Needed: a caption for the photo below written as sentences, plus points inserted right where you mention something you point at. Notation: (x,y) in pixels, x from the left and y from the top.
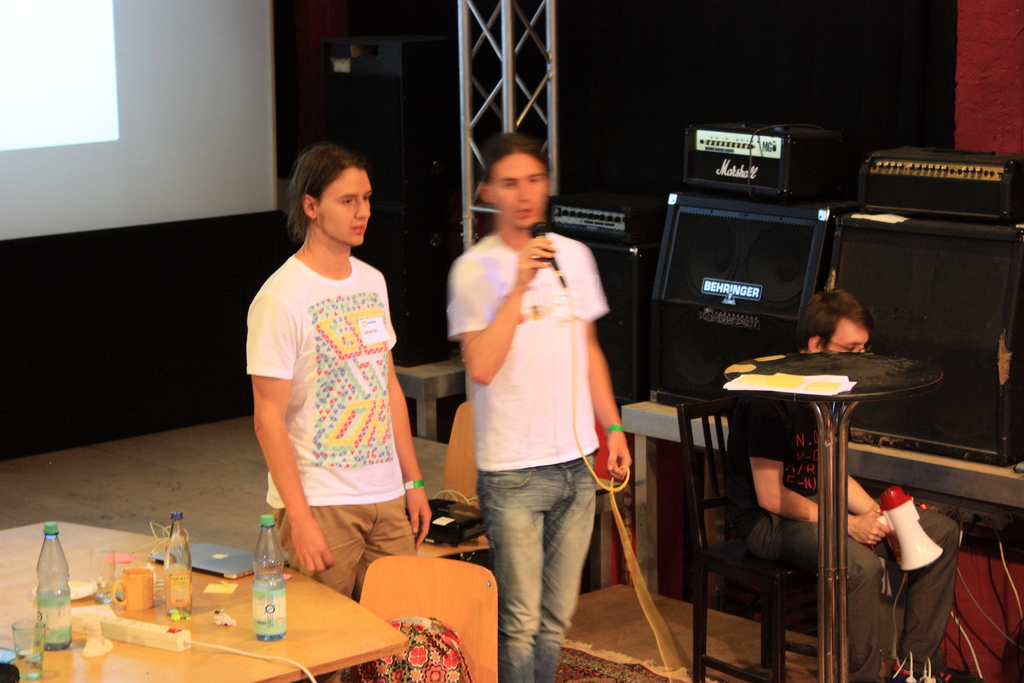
In this picture we can see two boys (505,320), standing in the front (513,345) and speaking on the microphone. Beside there is a dining table (302,622) and chairs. Behind we can see some music equipment (799,244) and computer screen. In the background (933,61) we can see black wall (121,284).
